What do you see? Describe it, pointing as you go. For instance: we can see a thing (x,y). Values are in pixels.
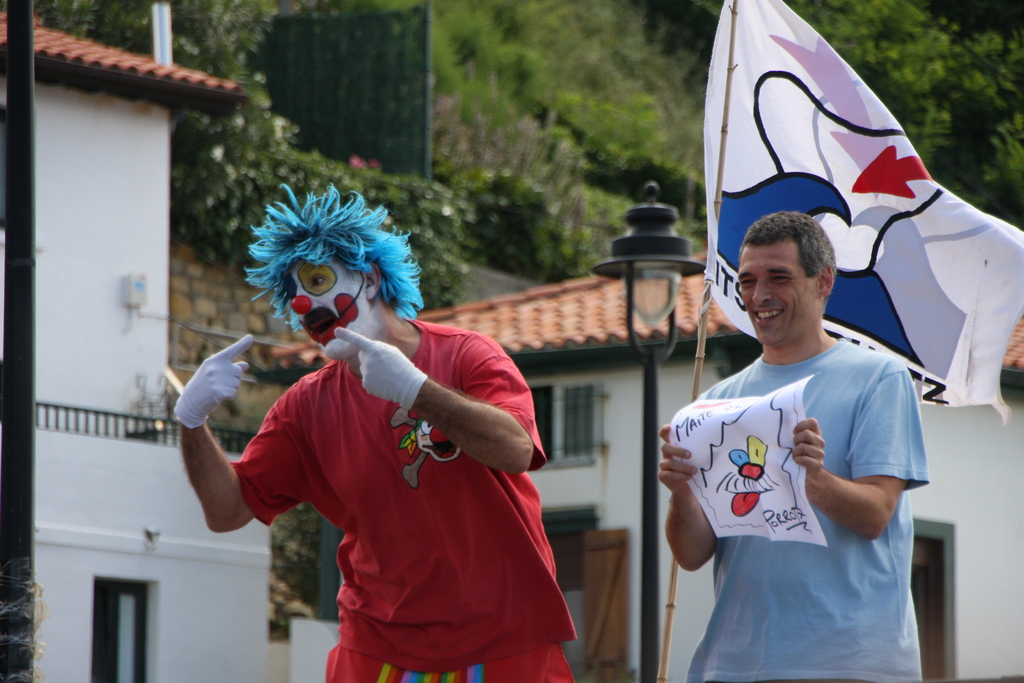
In this picture there is a person (446,418) with red t-shirt (345,480) is standing and talking and there is a person (840,437) with blue t-shirt (854,591) is standing and smiling and he is holding the paper (714,454). At the back (505,310) there is a flag (733,27) and there are buildings (608,444) and trees (649,146) and there is a pole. On the left side of the image (27,329) there is a pole (7,325).
